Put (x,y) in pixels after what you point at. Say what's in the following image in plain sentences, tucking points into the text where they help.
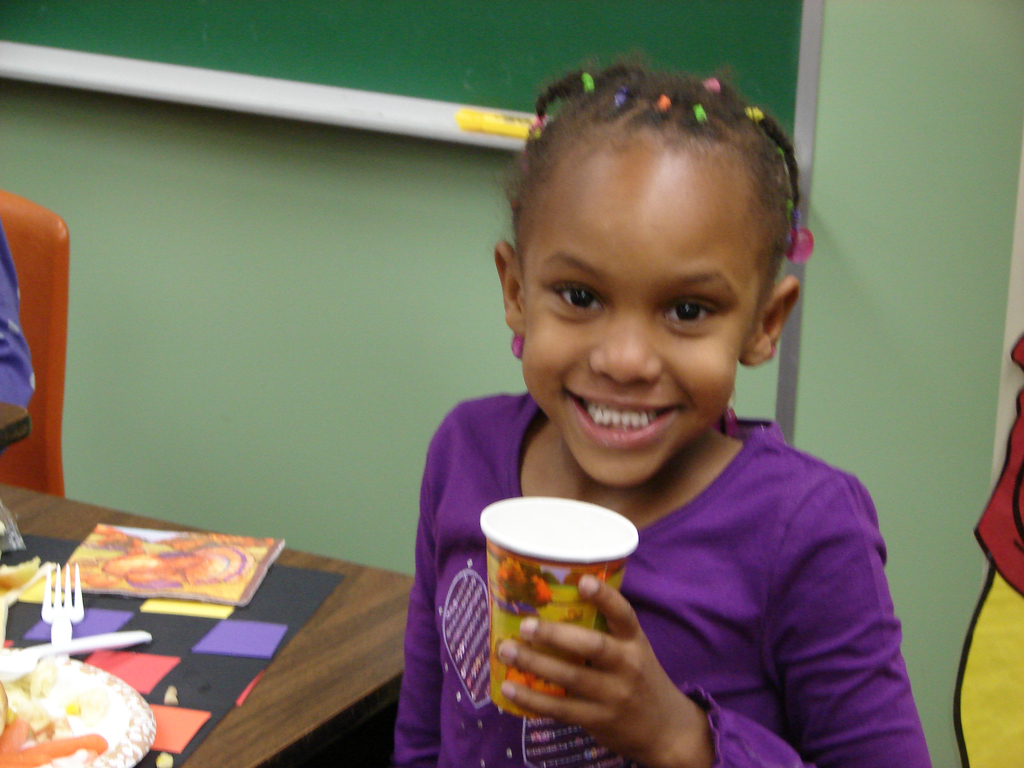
Here I can see a girl (665,437) wearing a t-shirt (686,544), holding a glass (549,532) in the hand (614,664), smiling and giving pose for the picture. On the left side (140,600) there is a table (323,671) on which I can see a plate (116,690), spoons (97,649), a book (159,596) and some papers (209,627). Behind the table (17,493) there is a person (5,362) sitting on the chair (45,381). In the background (214,195) there is a wall (244,166) to which a board (433,63) is attached.
